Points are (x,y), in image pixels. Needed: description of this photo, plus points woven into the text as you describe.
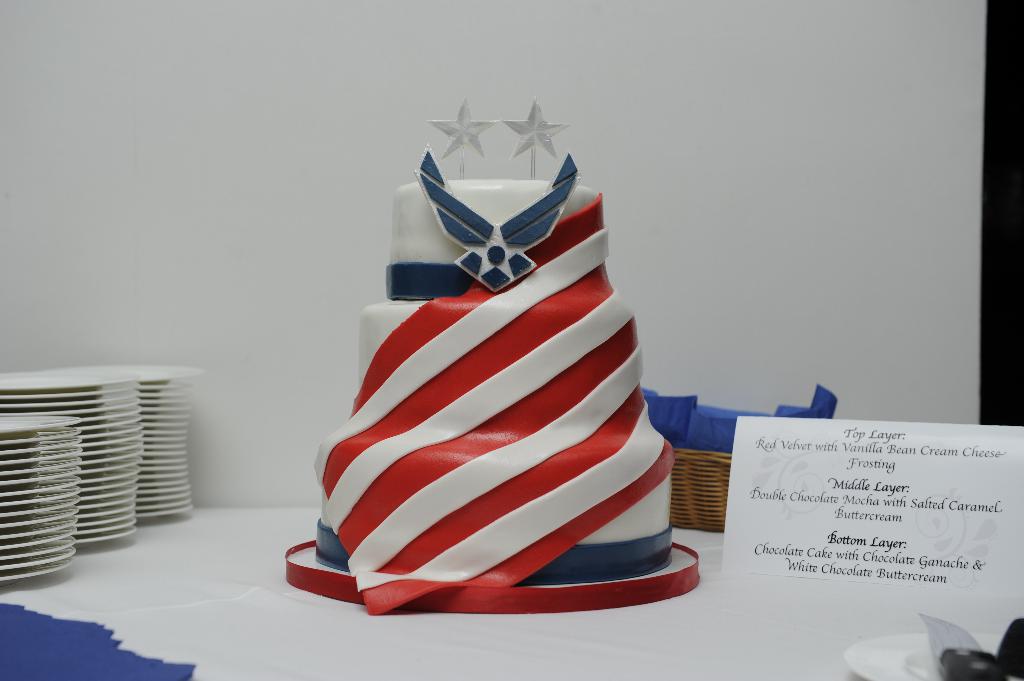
This is a table (560,676). On the table (579,642) there is a cloth (315,611), cake (544,439), basket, plates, and a paper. In the background (226,246) there is a wall (864,70).
